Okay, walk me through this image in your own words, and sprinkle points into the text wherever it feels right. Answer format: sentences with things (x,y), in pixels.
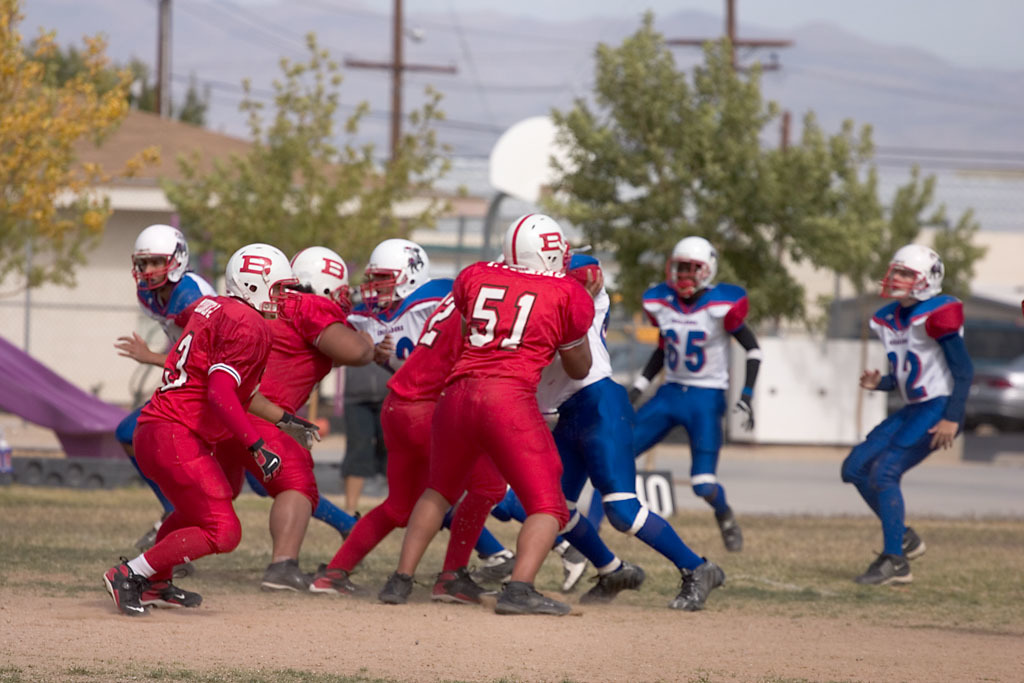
In the center of the image (527,324) we can see a group of people (527,390) are there and wearing helmet (508,261). In the background of the image (477,241) we can see a house (191,141), trees (402,171), poles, car (968,397) are present. At the bottom of the image (844,608) we can see ground (798,545), road (793,498) are there. At the top of the image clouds (620,10) are present in the sky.
